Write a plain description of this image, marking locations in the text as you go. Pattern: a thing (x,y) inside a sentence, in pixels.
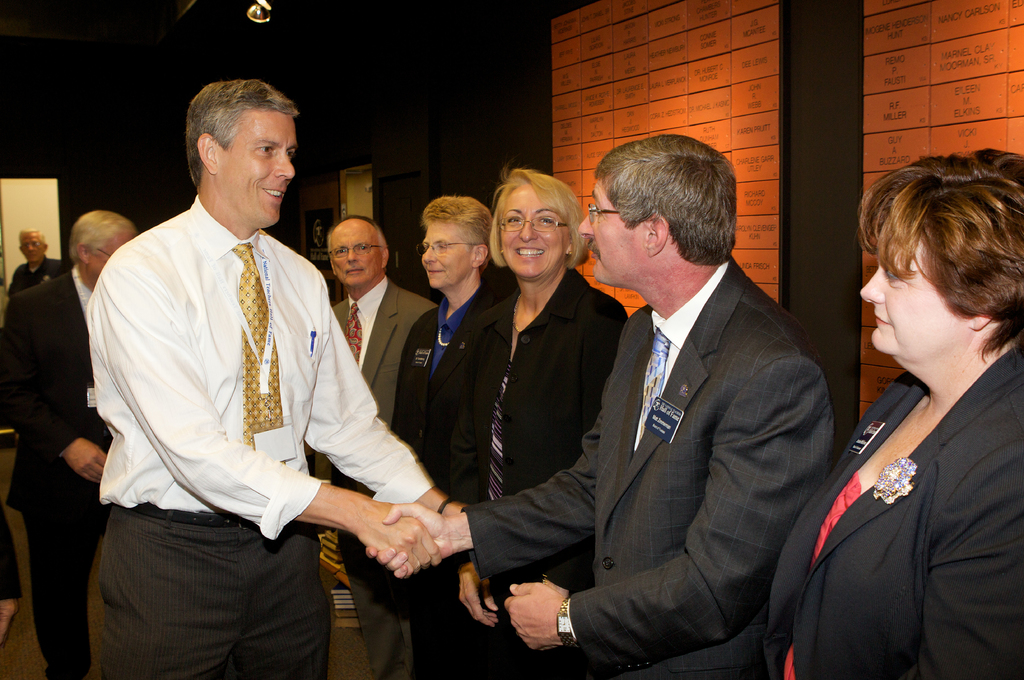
In this image, we can see some standing and two people (308,429) shaking hands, in the background (979,99) we can see the wall (456,76).
